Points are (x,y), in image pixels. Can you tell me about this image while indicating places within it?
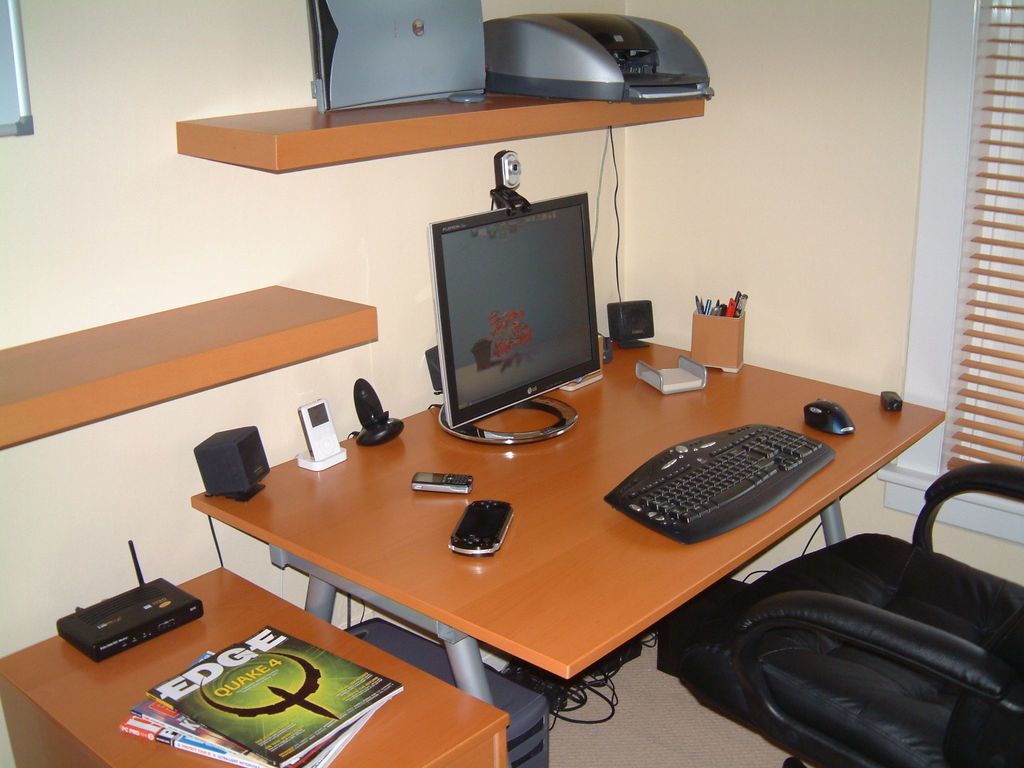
This image is clicked in a room (382,103). In the front (614,597), there is a table (587,607) on which there are mobiles (435,488), pens (709,306), speakers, monitor (565,325) along with keyboard (789,463) and mouse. To the right (924,661), there is a chair (913,643) in black color. In the background (930,167), there is a wall (808,167) and a window (966,222).
